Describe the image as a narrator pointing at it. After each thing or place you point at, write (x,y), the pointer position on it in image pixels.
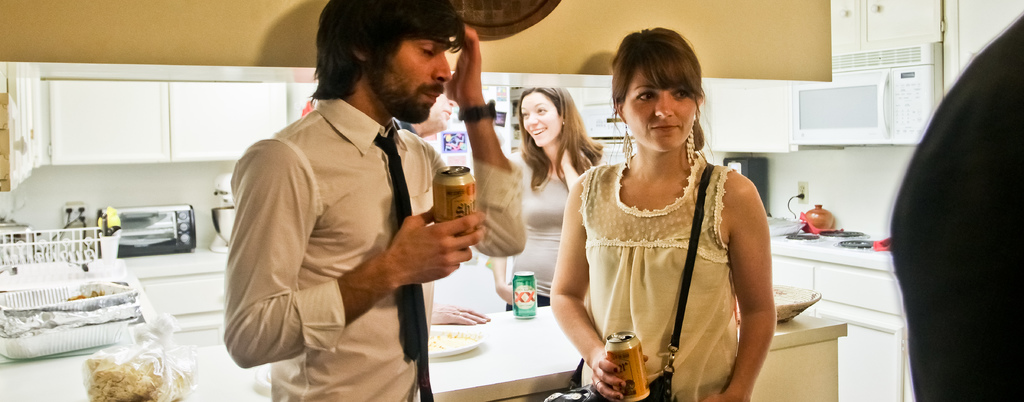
This is a picture of a kitchen room (796,4). In this picture we can see people (740,246). We can see a man (396,147) and a woman (681,174) holding drinking tins (471,202) in their hands (606,360). In the background (66,88) we can see cupboards (71,147) in white color. On the kitchen platform (508,331) we can see few objects (823,225), food (166,393) and tin (519,304) in green color.
